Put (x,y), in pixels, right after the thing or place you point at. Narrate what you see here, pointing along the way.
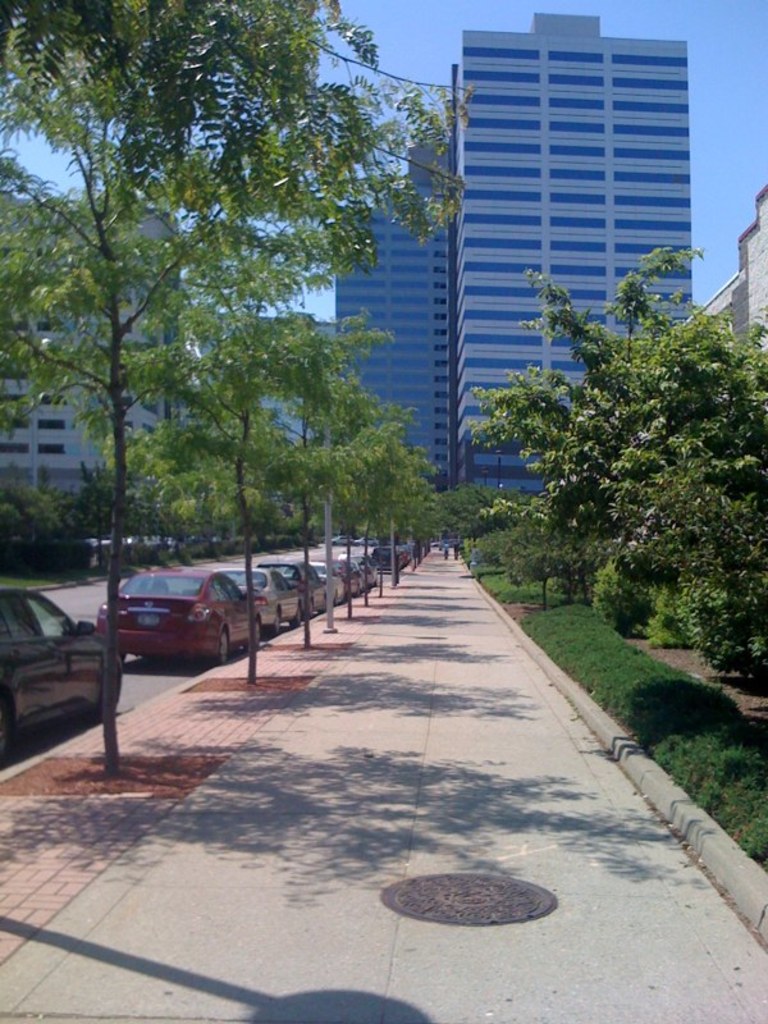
On the right (594,522) there are trees (682,517), plants (674,578) and buildings (759,284). In the center of the picture (334,402) there are trees (362,479), footpath (430,558) and buildings (435,236). On the left (178,382) there are cars (222,598), trees (37,526) and buildings (59,438). It is a sunny day.
